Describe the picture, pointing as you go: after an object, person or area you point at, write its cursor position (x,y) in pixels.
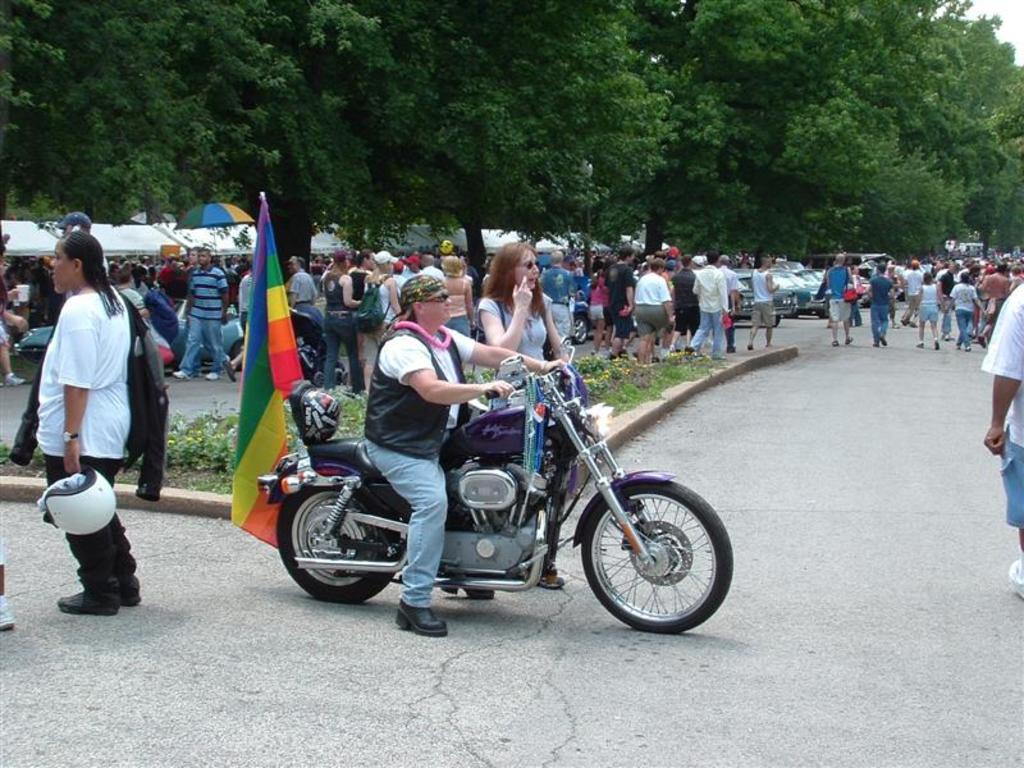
In this picture we can see a group of people (673,295) walking on road (630,445) and one is sitting on bike (362,566) and here person (90,437) holding helmet (90,507) and in background (450,218) we can see trees (409,110), umbrella (215,217), flags (276,254).
